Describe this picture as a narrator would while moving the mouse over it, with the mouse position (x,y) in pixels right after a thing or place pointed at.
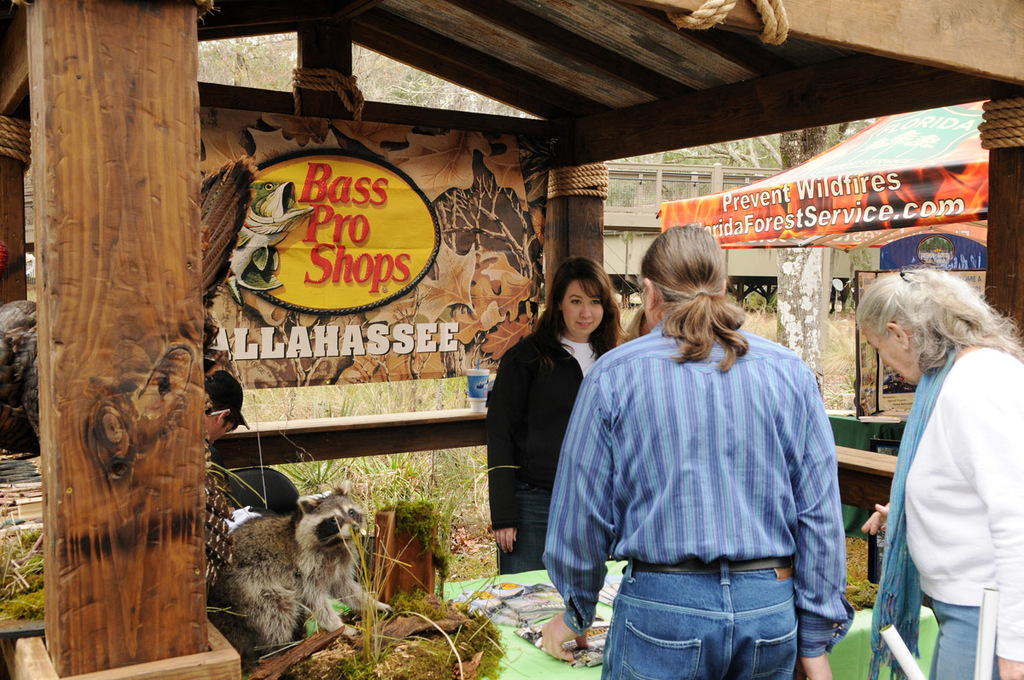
In this picture, we can see a few people (694,255), stores (198,663), wooden poles (98,373), ropes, posters (401,270) with some text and images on it, and we can see toy animals (291,612), plants (448,603), grass (37,556), and we can see some metallic object (720,178) in the background (832,388), we can see trees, ground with grass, and plants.
